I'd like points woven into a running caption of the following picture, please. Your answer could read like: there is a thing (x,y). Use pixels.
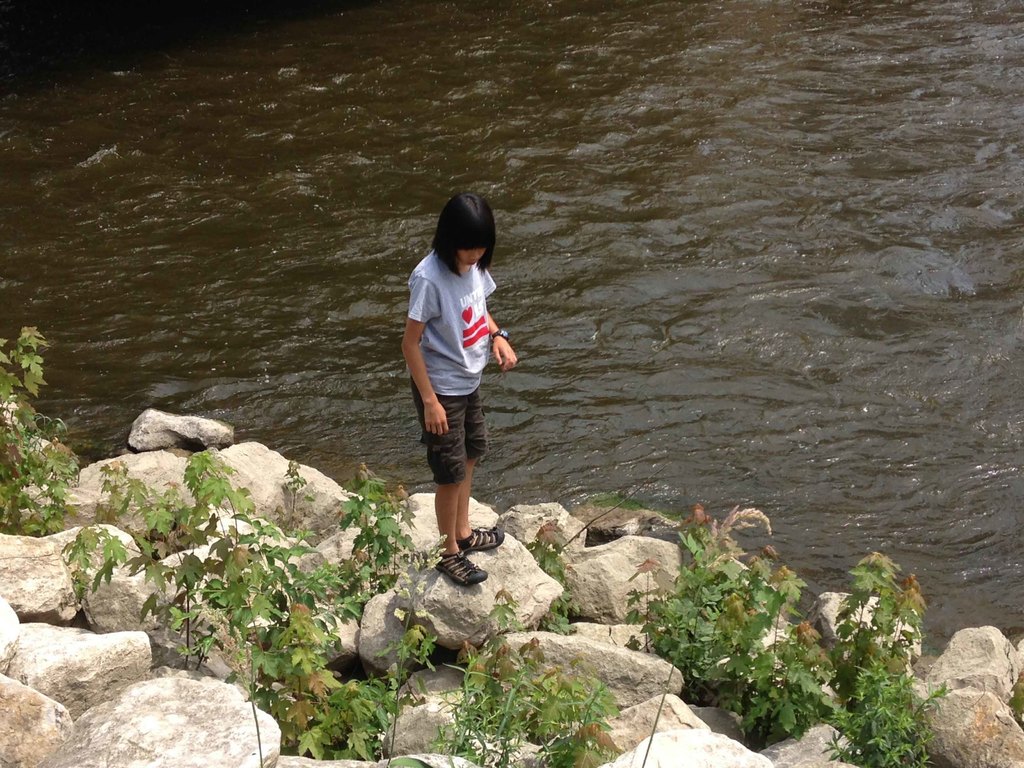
In this picture, there is a girl (420,379) standing beside the river (418,489). She is standing on the stones (427,523). In between the stones (488,583), there are plants (693,624). She is wearing a grey top (474,337) and brown shorts (449,449).
